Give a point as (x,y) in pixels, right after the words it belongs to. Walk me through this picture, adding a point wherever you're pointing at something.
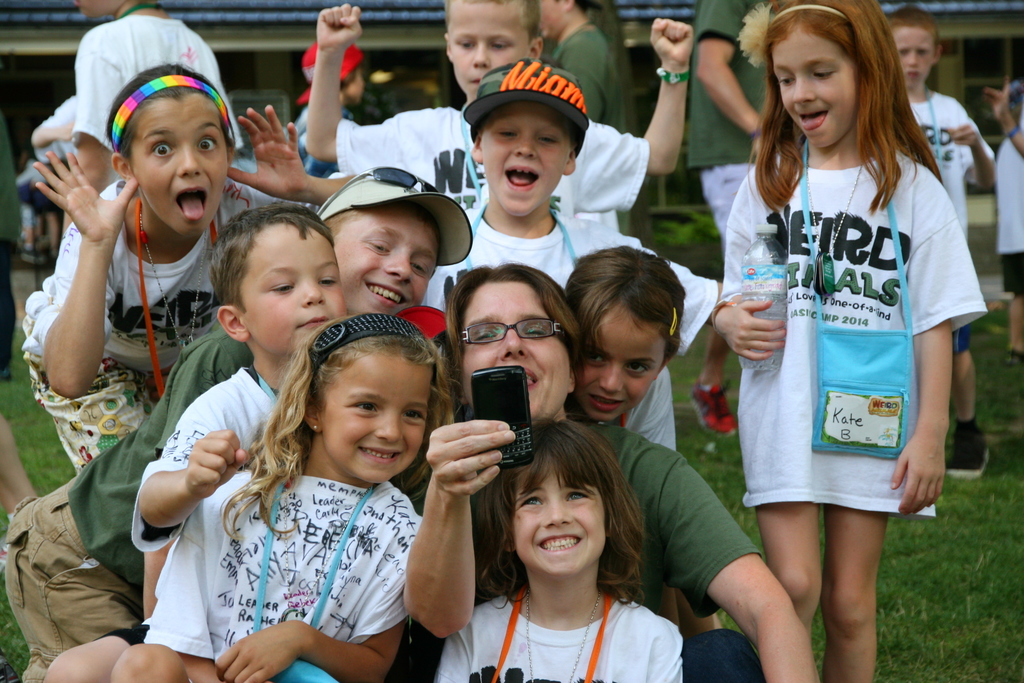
In this image we can see few people (381,282) on the ground (954,525), a person (581,418) is holding a cellphone (515,396) and there is a building (410,76) in the background (973,50).
